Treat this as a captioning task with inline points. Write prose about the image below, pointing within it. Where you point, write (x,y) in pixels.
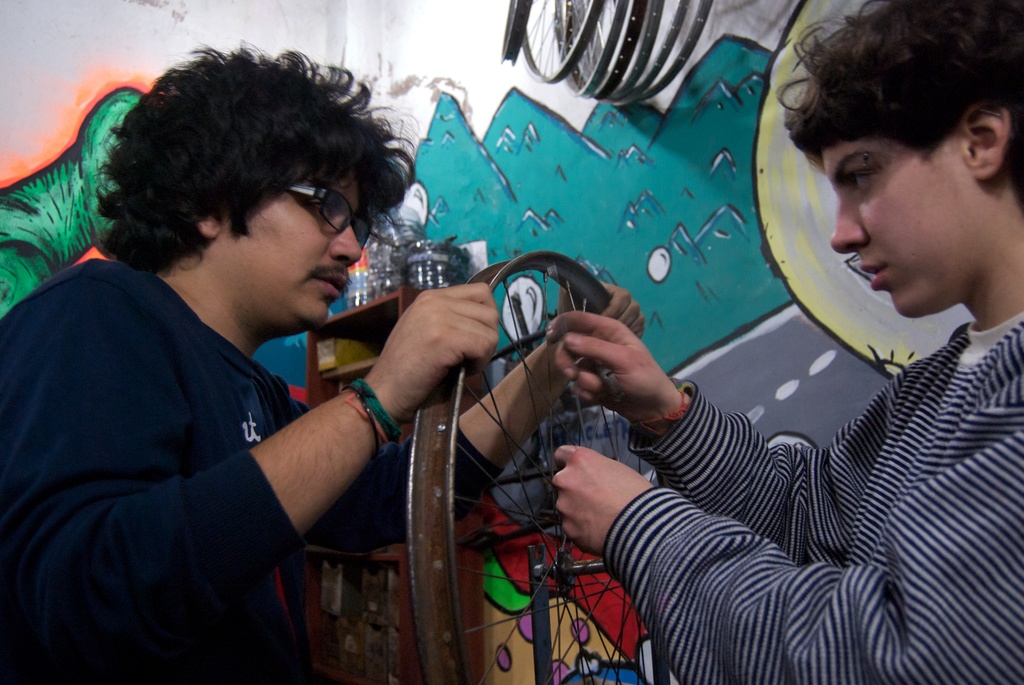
In the image we can see two people (338,276) wearing clothes (385,493) and one is wearing spectacles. Here we can see the wheel (445,538) and the wall (563,212) and on the wall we can see the painting (579,205).
